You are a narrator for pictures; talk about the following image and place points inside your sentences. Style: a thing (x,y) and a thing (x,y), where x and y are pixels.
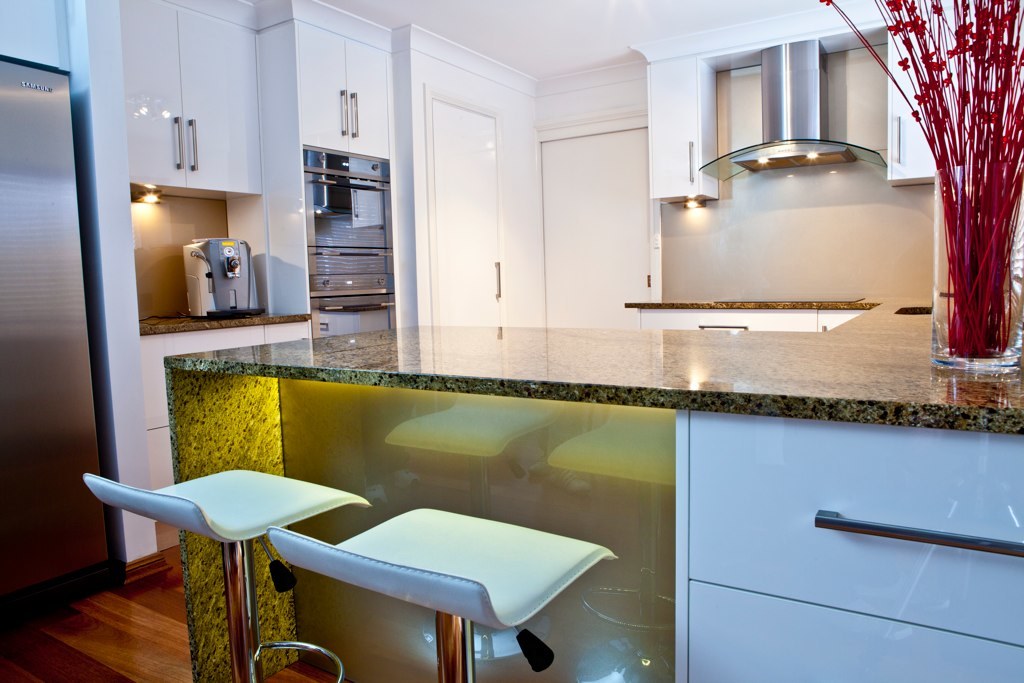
In the picture I can see two stools (367,567) and there is a table (524,371) in front of it and there is a flower vase (939,261) in the right corner (948,182) and there is a refrigerator (41,306) and some other objects (222,162) in the left corner (211,160).
